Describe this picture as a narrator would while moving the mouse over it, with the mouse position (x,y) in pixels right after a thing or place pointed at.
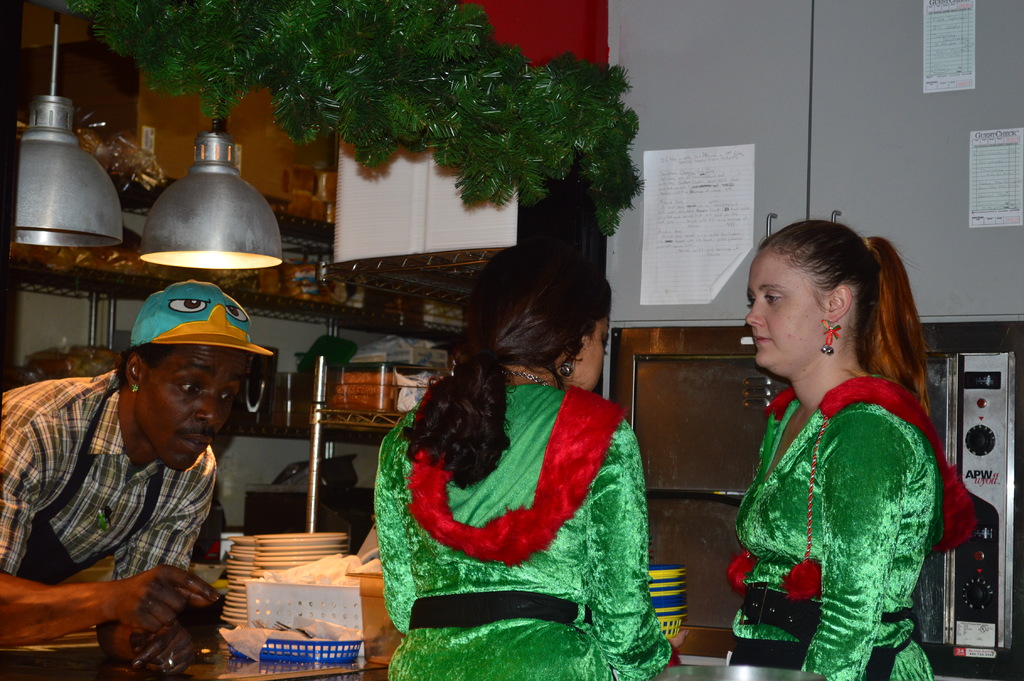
In this image, we can see two ladies (634,498) standing and there is a man (166,493) on the left (179,487). At the top (437,69), we can see a garland (478,107) and there are lights (229,207), papers (705,219) pasted on the rack (888,172) and there are some bowls (252,564) and tissues (325,631) on the table (308,671).
